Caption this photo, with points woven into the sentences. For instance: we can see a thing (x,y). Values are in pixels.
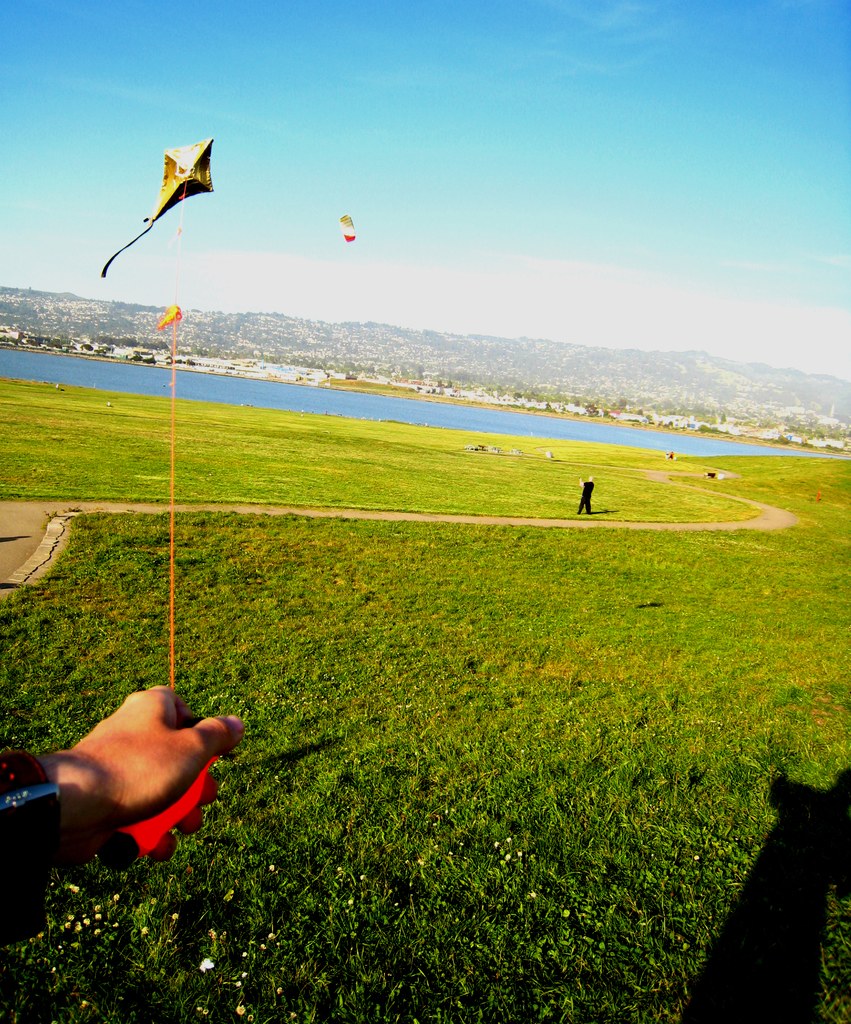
In this picture we can observe a human hand (145,778) holding a kite (165,167) which is flying in the air (68,259). There is a person (590,494) standing in the ground (517,492). There is some grass (453,809) on this ground (438,686). We can observe water (253,390) here. In the background (340,330) there are some trees (459,342) and a sky (501,225).
